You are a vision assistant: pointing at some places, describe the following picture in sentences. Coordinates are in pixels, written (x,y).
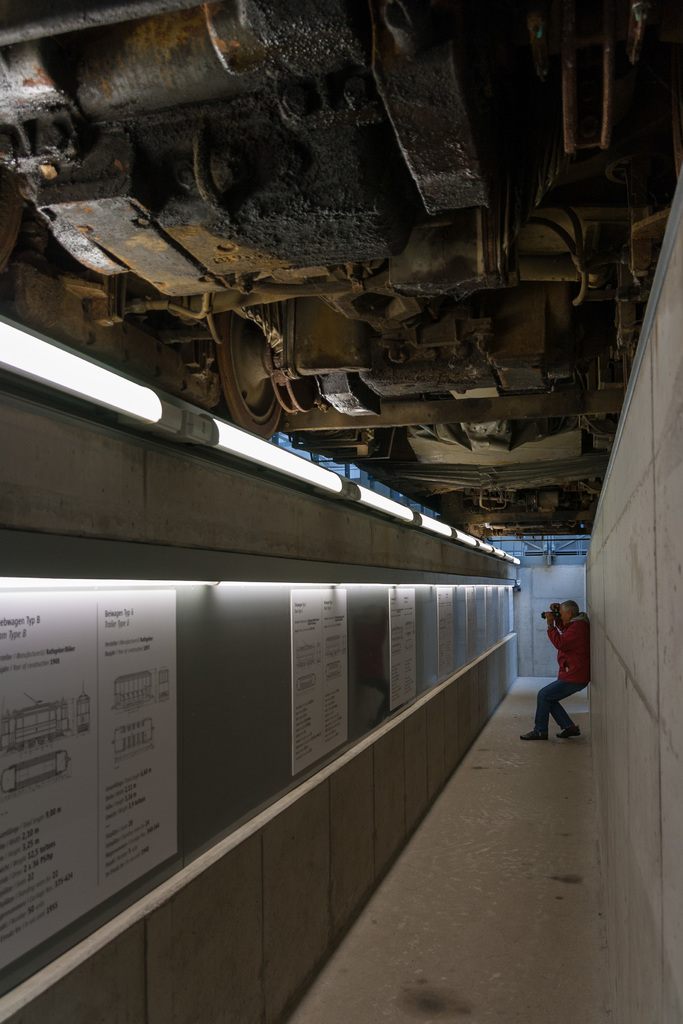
In this image there is a person (584,648) standing and holding a camera (547,614), in front of him there are a few boards (335,643) with some text (392,647) are attached to the wall (81,569), above them there are few lights (82,581). At the top of the image (184,147) there are like some machines (495,384). In the background (535,626) there is a wall (541,633) on the right side of the image (605,695) there is a wall (631,861).
